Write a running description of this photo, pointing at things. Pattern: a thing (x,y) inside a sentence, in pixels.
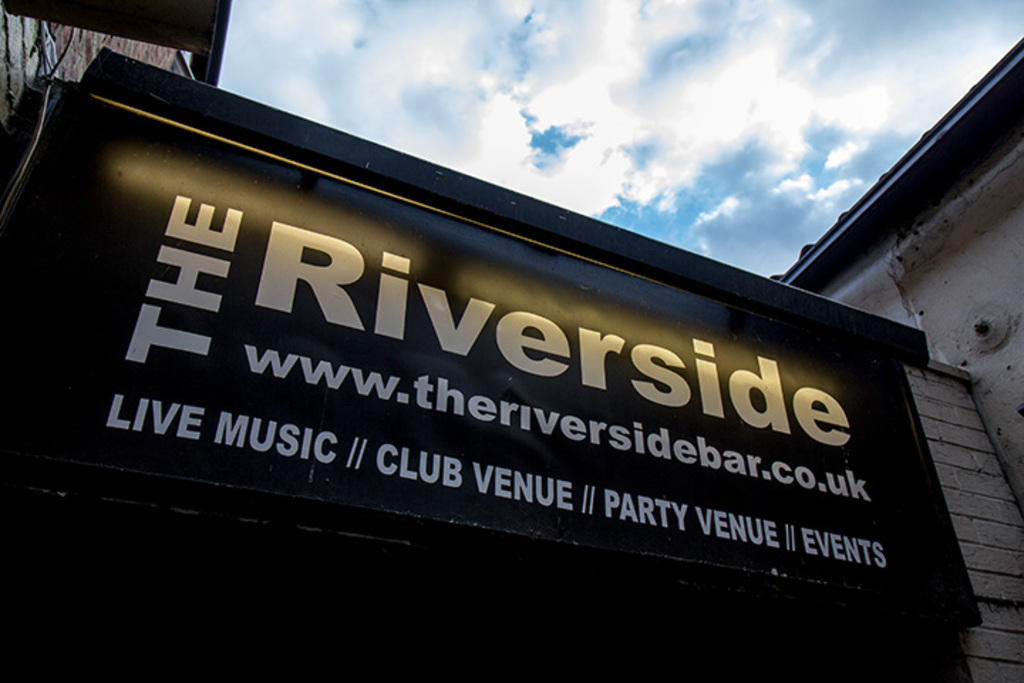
There is a building (312,290) with a name board (528,330). On that something is written. Also there is a brick wall (985,488). In the background (681,106) there is sky (675,119) with clouds (749,137).
